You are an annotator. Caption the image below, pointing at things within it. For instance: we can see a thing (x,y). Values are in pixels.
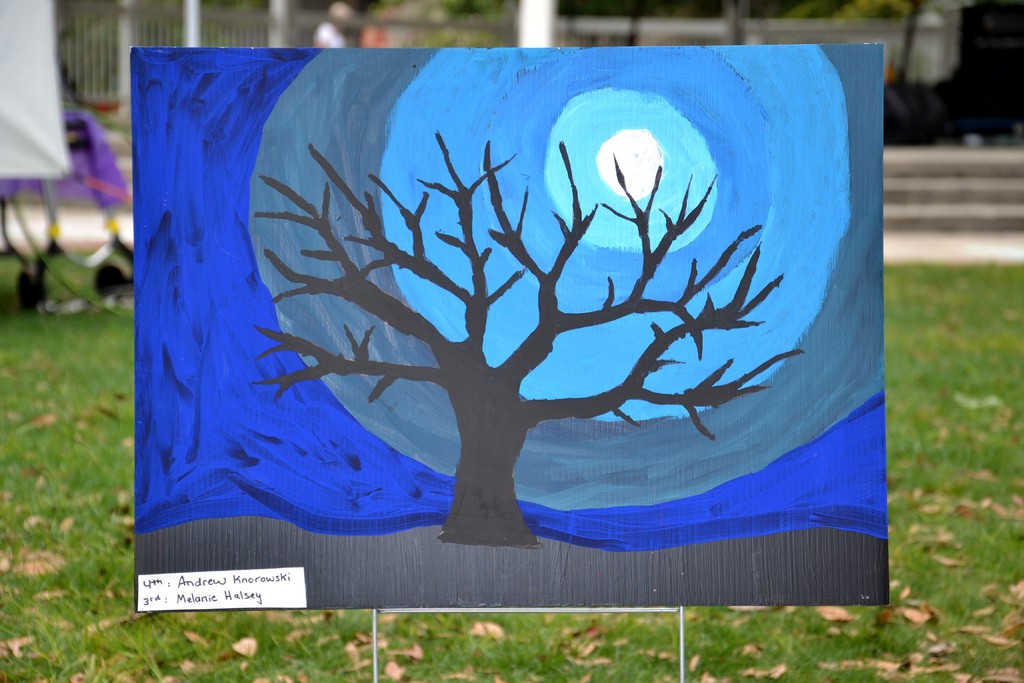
In the foreground of the image (789,418) we can see a painting (789,309) of a tree (519,362), the sky (523,329) and some text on it is placed on the stand (668,610). In the background (943,567), we can see persons (331,42), grass (955,334), fence (356,42), tent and group of trees (448,1).
